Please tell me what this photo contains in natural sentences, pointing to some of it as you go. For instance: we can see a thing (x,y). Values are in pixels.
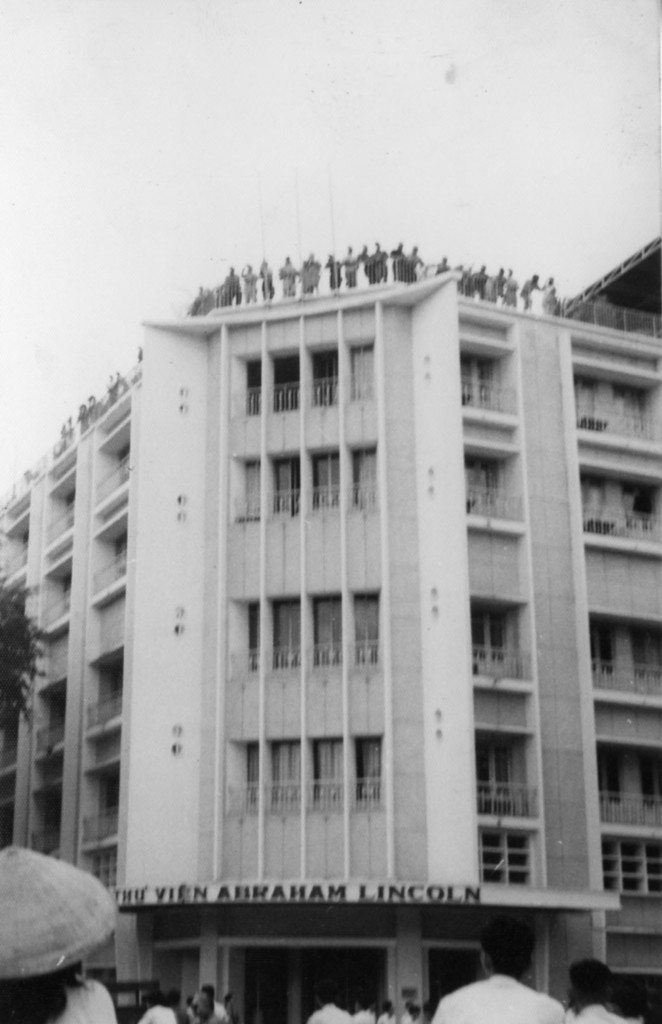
In the picture we can see a building (553,758) which is white in color with a window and some people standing on the top of the building (576,754) near the railing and the name of the building (547,638) is Thu Vien Abraham Lincoln and besides the building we can see some people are standing.
